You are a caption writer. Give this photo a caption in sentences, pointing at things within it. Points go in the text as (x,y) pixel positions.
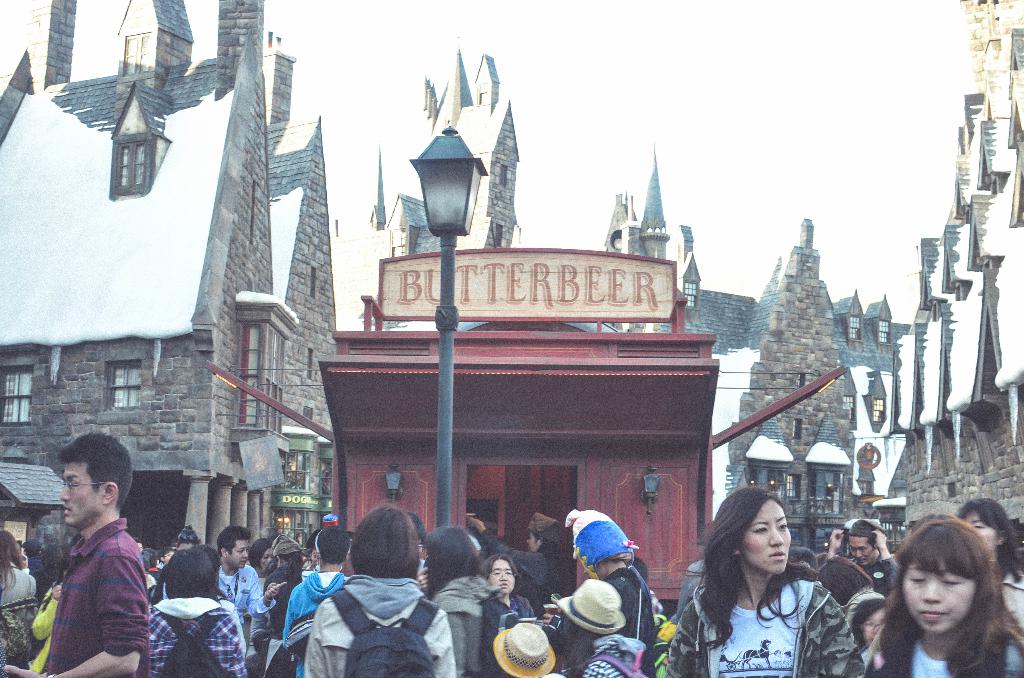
This image consists of buildings (1014,169) covered with the snow (966,351). In the middle (447,423), there is a pole (470,179). At the top (643,23), there is sky (599,77). At the bottom (420,645), there is a huge crowd (560,597).
